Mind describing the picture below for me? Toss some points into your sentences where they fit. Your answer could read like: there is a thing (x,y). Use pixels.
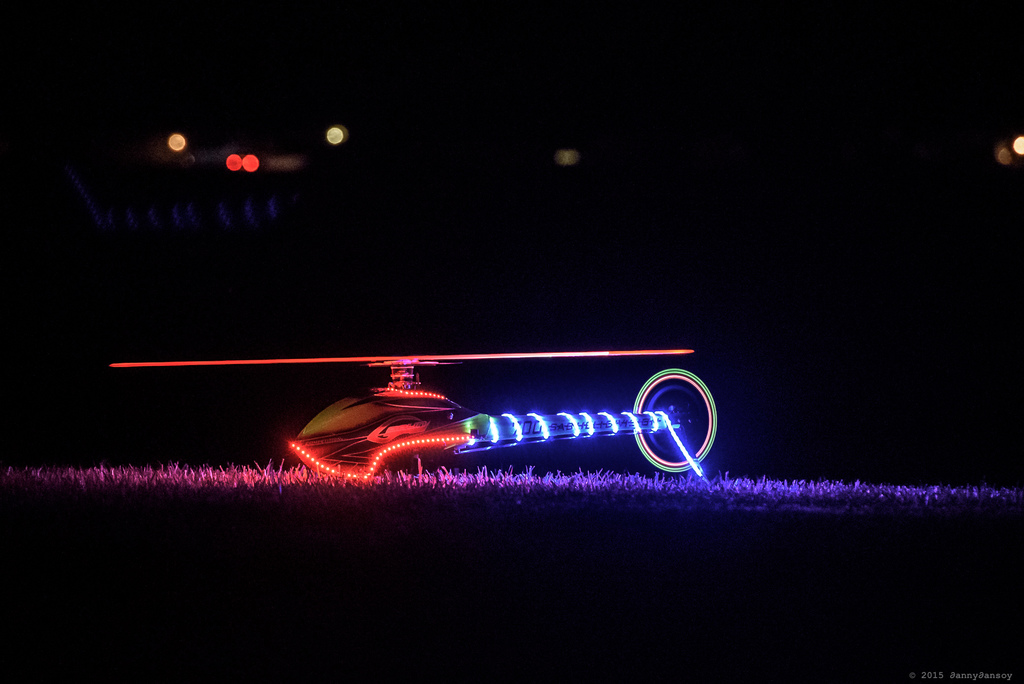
In this picture we can see a helicopter (509,428) on the ground (745,486), here we can see grass (731,484), lights (494,434) and in the background (885,294) we can see it is dark.
